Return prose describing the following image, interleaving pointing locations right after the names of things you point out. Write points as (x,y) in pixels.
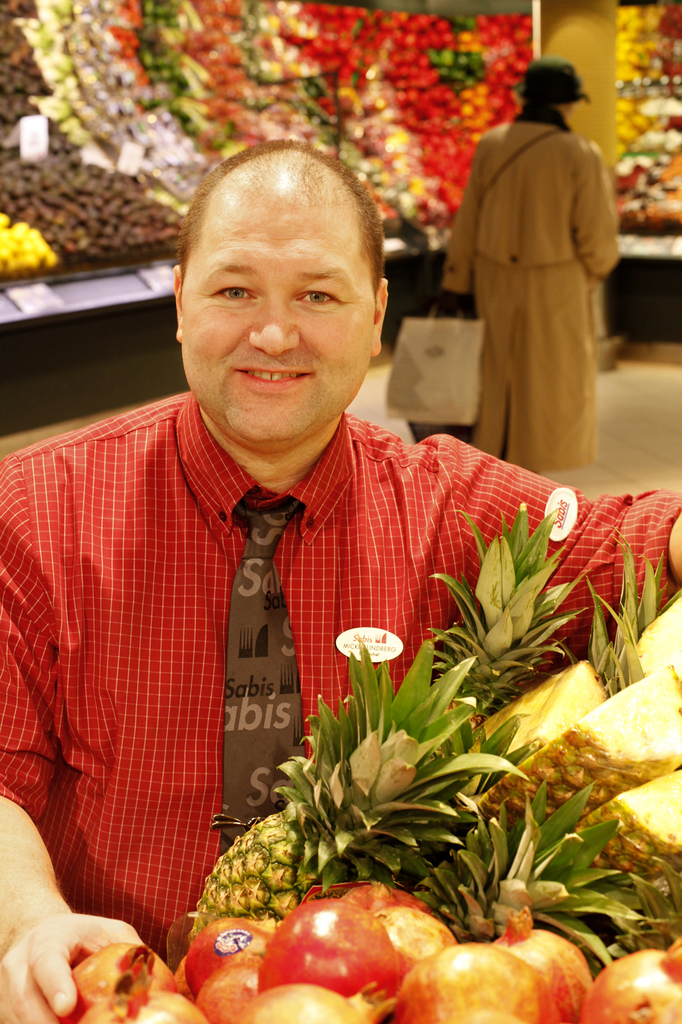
In this image I can see a person (175,450) standing and wearing red color shirt (96,604). I can see different fruits (508,650) around. Back I can see person (545,260) holding bag (442,369).
